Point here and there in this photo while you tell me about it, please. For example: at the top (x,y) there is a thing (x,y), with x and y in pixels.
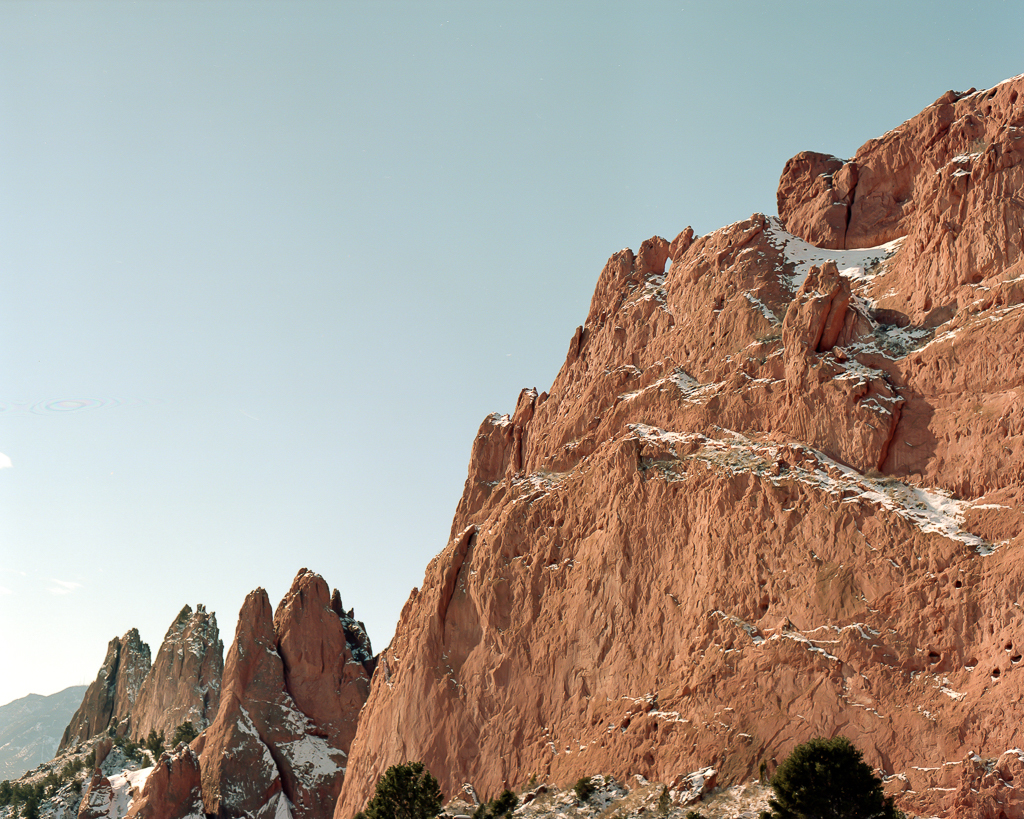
In this at front (808,789) there are plants (838,789) and snow (134,784) on the mountains (632,522). At the background (380,333) there is sky (269,247).
